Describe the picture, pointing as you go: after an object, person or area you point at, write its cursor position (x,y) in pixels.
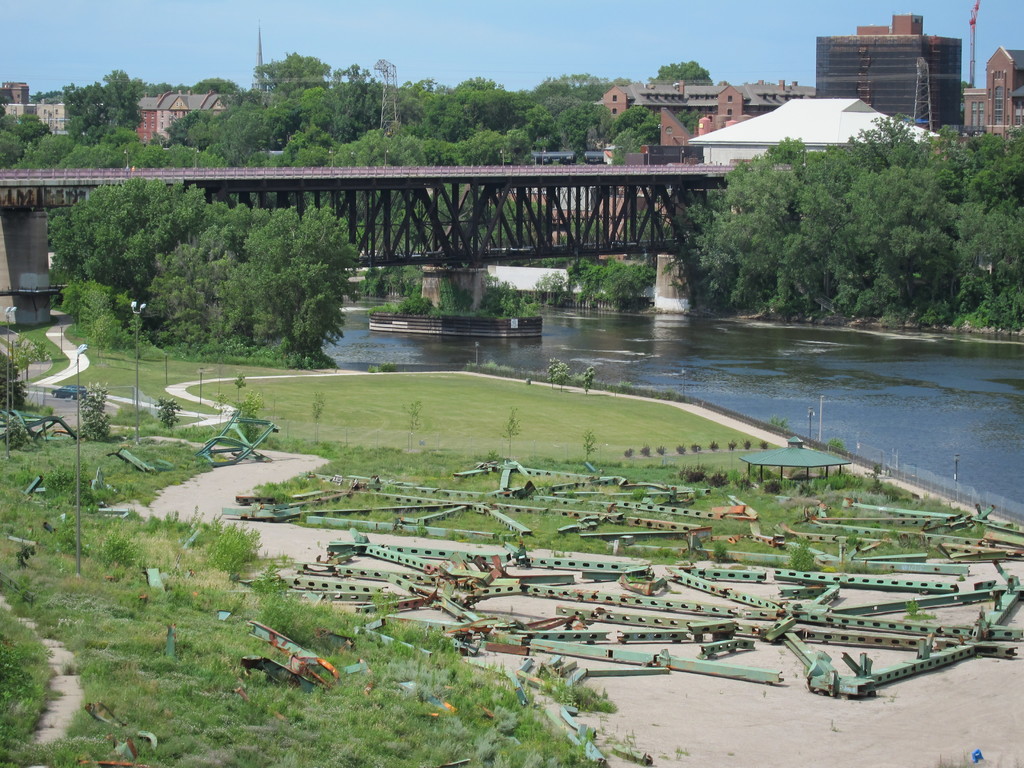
In this image in the foreground (354,624) there are some iron rods (612,599), grasses (109,546). Here there is a water body (356,326). This is the bridge (534,182). In the background (948,211) there are trees (515,132), buildings (764,135), sky (437,51).
